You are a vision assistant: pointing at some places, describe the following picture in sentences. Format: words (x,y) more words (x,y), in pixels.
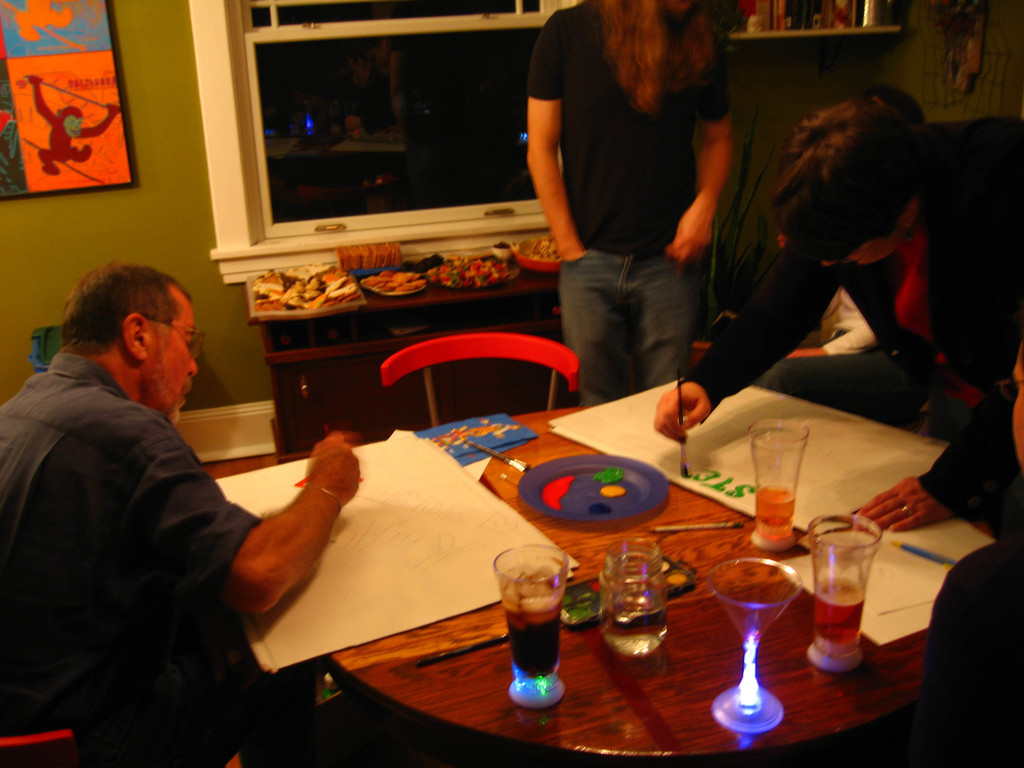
In this image I can see people (985,295) where few are standing and one is sitting on a chair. I can also see table (886,686) and on this table (543,453) I can see few papers (448,587) and few glasses (635,621). I can also see she is holding a brush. In the background (67,26) I can see a frame (115,116) on this wall (140,124).
